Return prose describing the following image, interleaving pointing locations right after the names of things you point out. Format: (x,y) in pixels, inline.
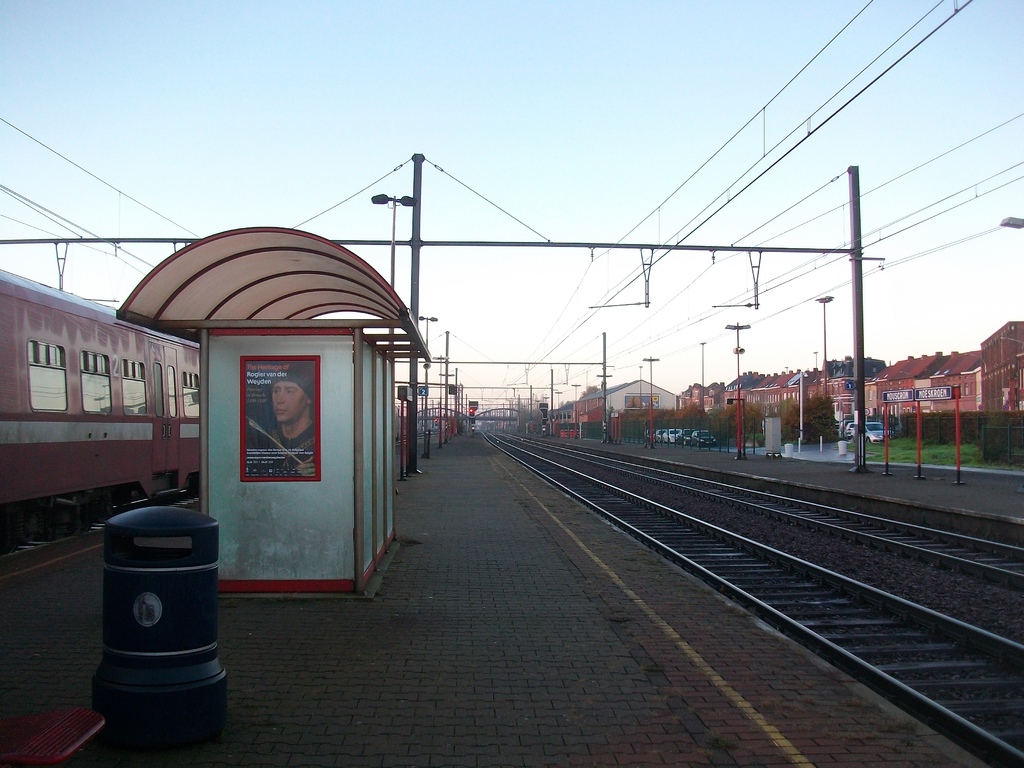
In this image we can see railway tracks (522,451), platform (482,594), poles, boards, train (189,395) and wires (744,187). On the platform (19,559), we can see the shelter (342,278), bench (57,719) and a dustbin (151,606). We can see the buildings (732,391) on the right side of the image (1019,383). In front of the buildings (941,408), we can see trees (833,421), grassy land (876,454) and cars (675,430). At the top of the image (349,113), we can see the sky (455,95).
